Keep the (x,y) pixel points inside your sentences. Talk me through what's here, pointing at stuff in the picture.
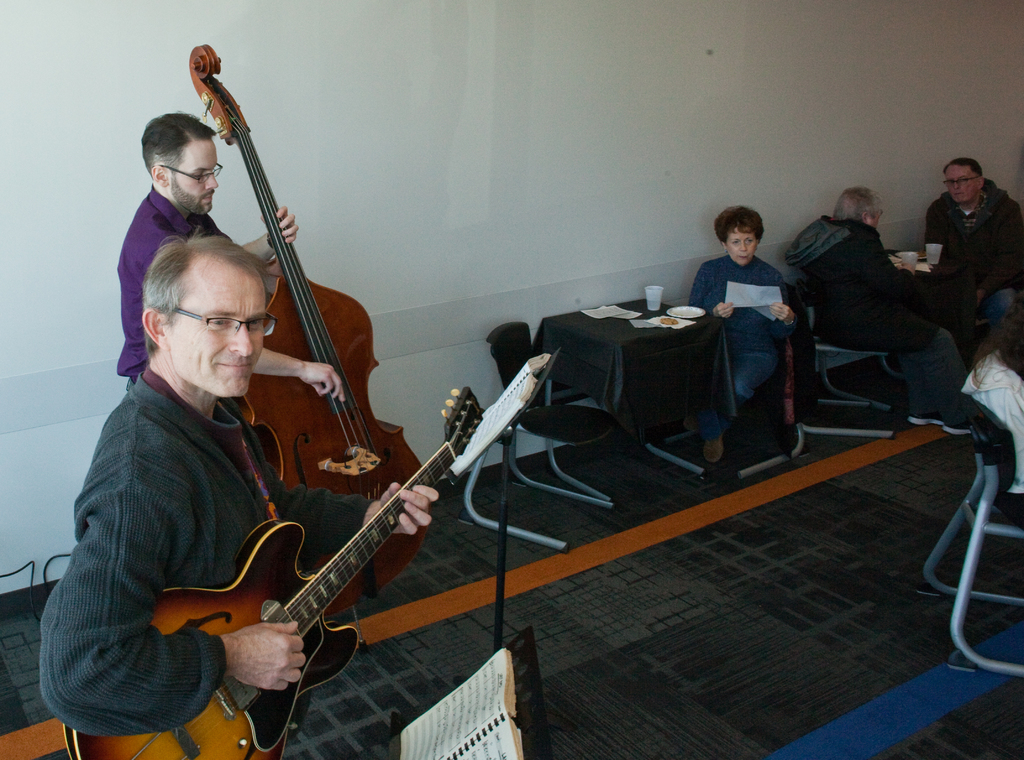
In this image I can see two people (205,375) standing and holding a guitar (289,589) and a double bass (328,447) and in front of these people (203,344) there are few more people (741,369) sitting.
